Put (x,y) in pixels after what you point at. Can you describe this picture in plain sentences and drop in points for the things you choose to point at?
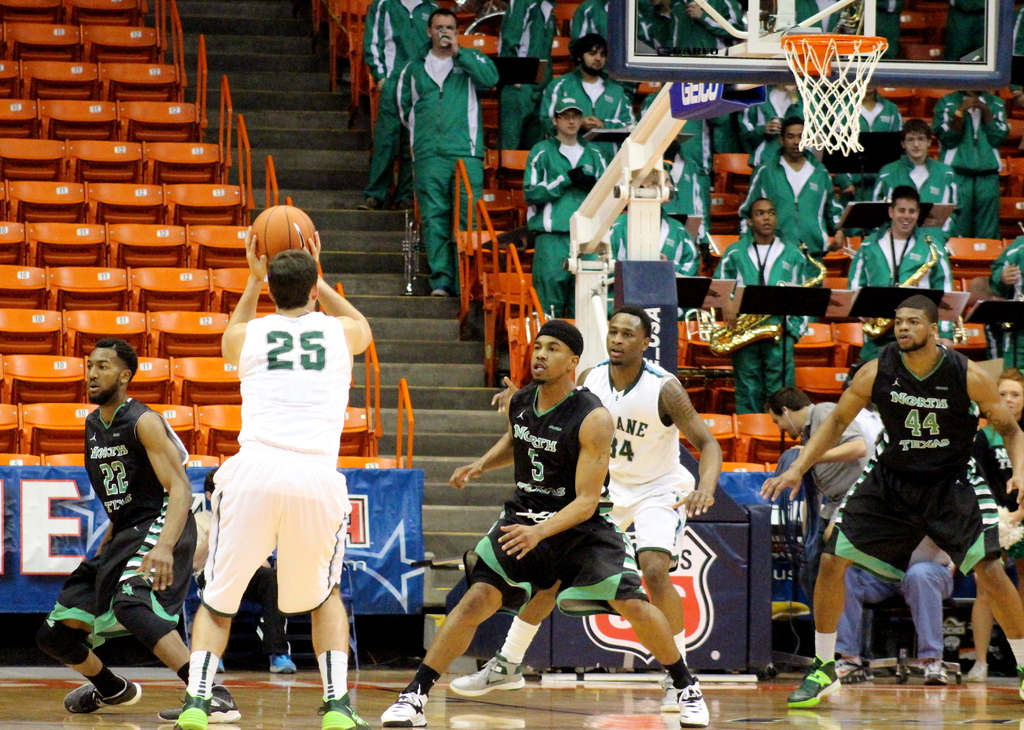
In this image there are a group of people (568,241) standing and watching the other person (576,350) who are playing. A person (320,370) is holding a ball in his hands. There are group of chairs (216,305) on the stairs (457,515).
